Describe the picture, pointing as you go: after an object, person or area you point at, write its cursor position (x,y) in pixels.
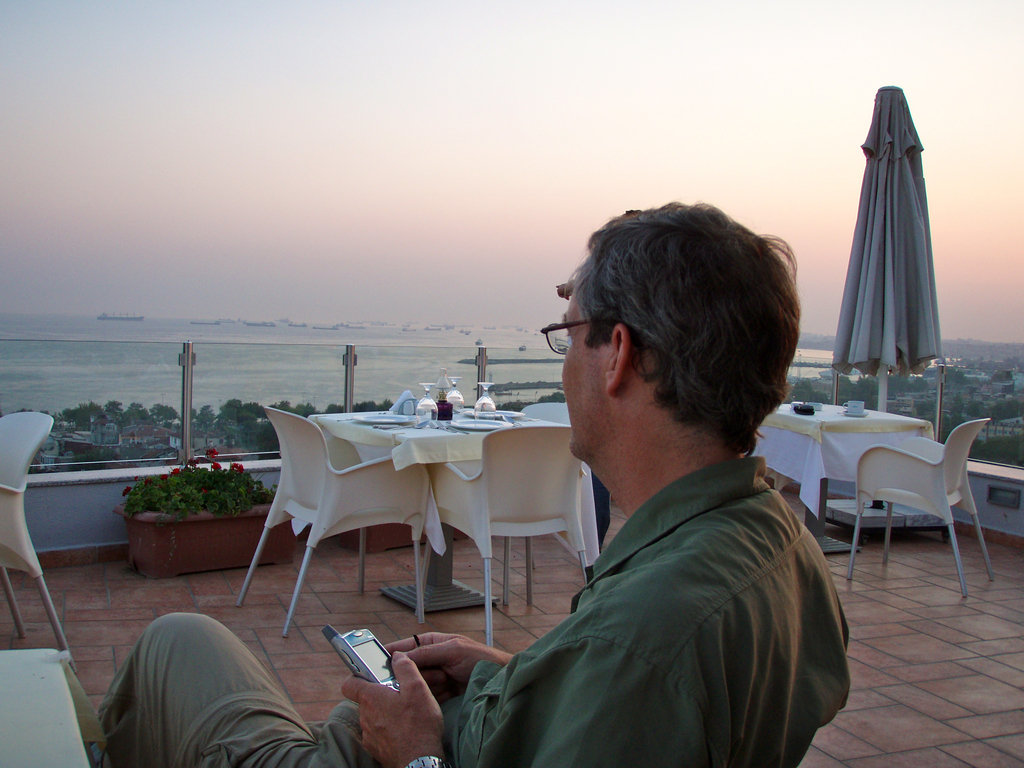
In this image there is a person (646,563) sitting on a chair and holding a mobile (358,646) on his hand (410,679), beside him there is a table (50,688), in front of him there are few other tables (422,454) with some stuff (445,404) on it and chairs (319,462). In the background (105,378) there is a glass railing (335,371) and we can see buildings (173,424), trees (238,413), river (242,358) and the sky (262,302).
